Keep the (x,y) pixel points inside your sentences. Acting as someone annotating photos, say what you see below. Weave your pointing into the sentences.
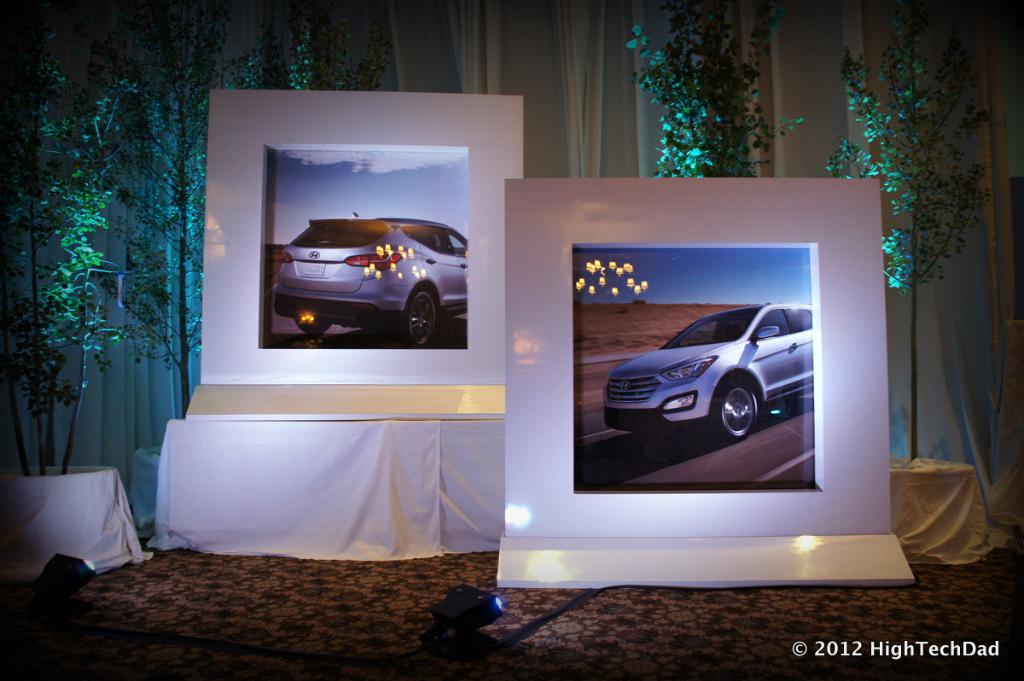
In this image I can see the boards (506,390). In the background (600,151) I can see the plants (696,169) and the curtains (493,37).
